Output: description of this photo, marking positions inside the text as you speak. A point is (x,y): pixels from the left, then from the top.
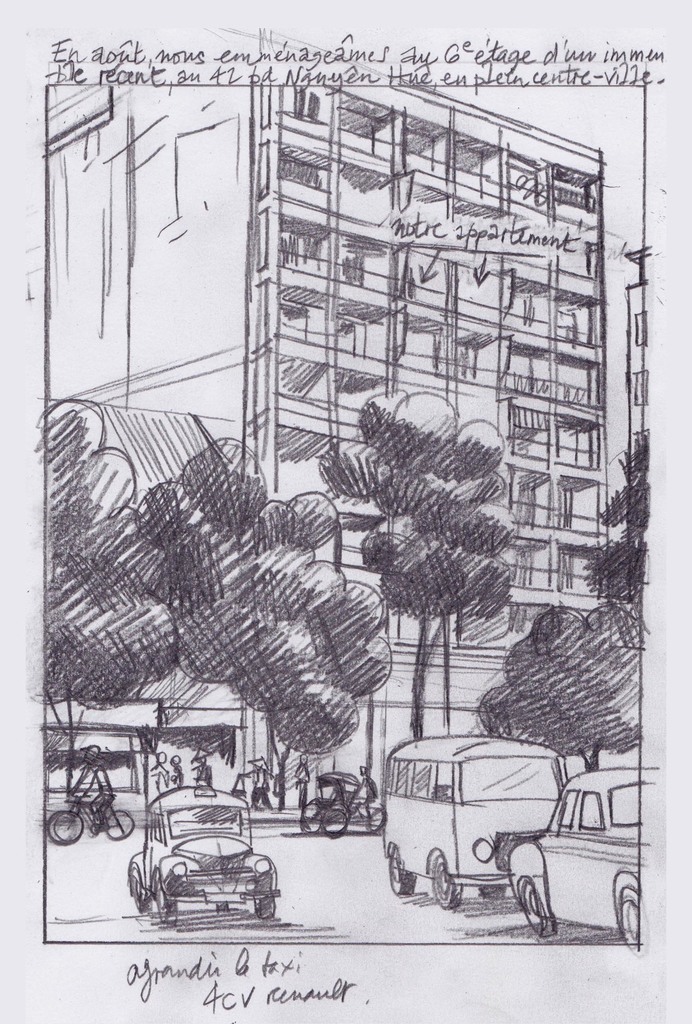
In this picture we can see an art (186,630) and we can find some text (143,53).
